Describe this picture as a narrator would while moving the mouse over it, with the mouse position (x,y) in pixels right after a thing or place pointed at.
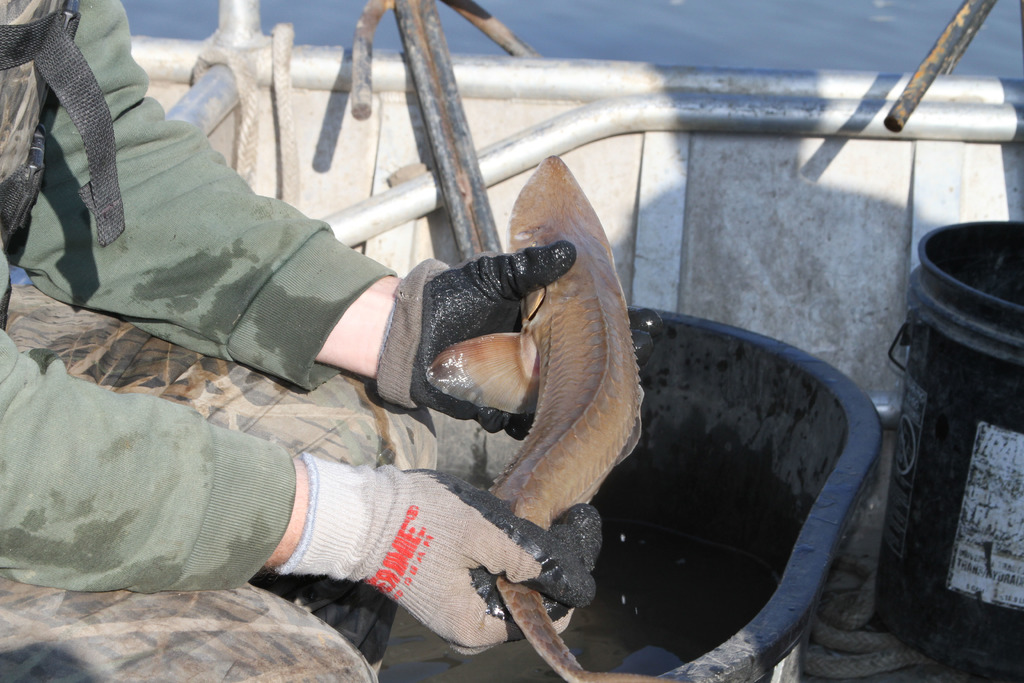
In this picture we can see a person (53,137) wore gloves (427,306) and holding a fish (506,360), tub (784,367), bucket (928,296) and in the background (711,60) we can see water (678,40).
